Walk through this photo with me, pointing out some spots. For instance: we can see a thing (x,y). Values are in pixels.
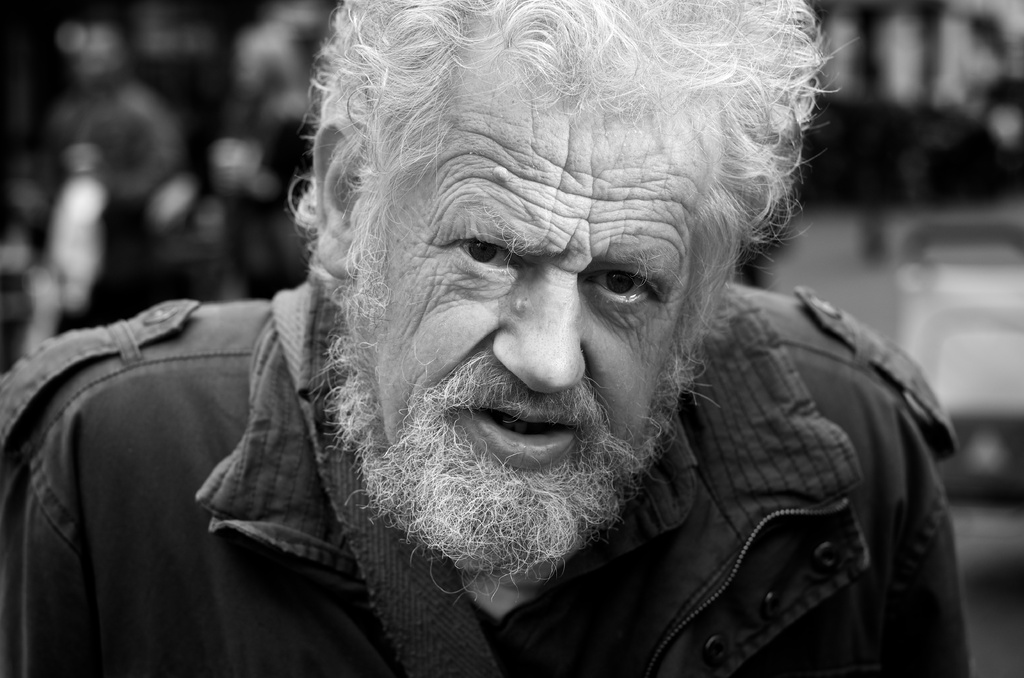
In this image I can see a person (561,383) and I can see blurred background (11,72), and the image is in black and white.
